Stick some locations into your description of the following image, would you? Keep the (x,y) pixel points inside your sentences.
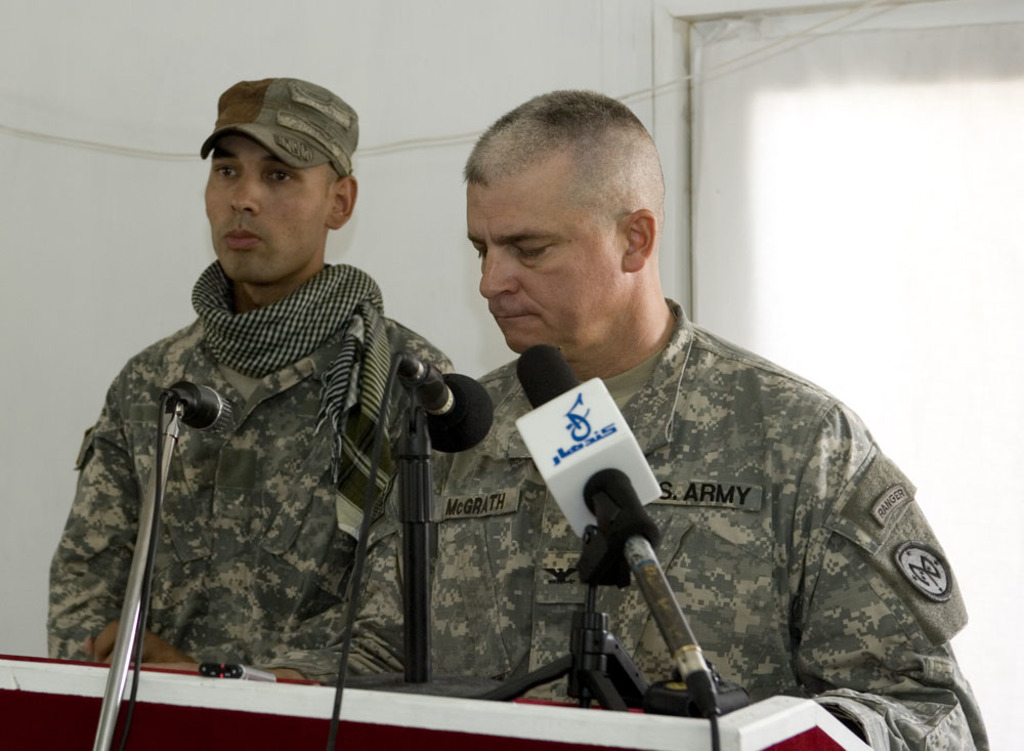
In this image two persons (354,398) wearing a uniform (750,548) are behind the podium (258,693) which is having few mikes (429,645) on it. Before the podium (158,690) there is mike stand (105,734). Left side person (255,396) is wearing scarf (274,334) and a cap (234,129). Behind them there is a wall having a door (984,195) to it.
